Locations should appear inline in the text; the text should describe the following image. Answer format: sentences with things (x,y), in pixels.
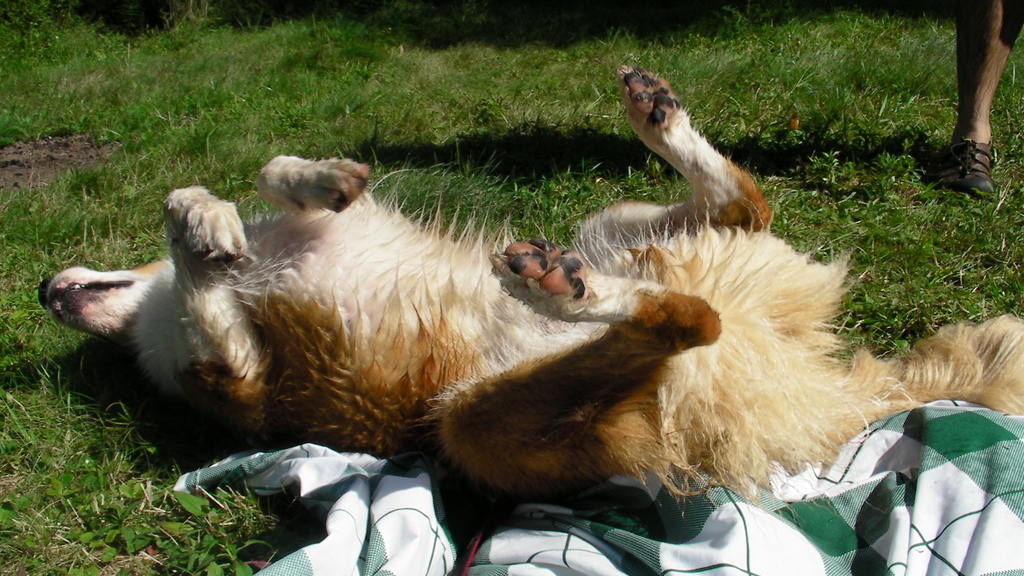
In the image on the ground (171,130) there is grass (92,385). There is a dog (242,219) lying on the ground (52,361). At the bottom of the image (348,518) there is a cloth (806,492). In the top right corner of the image (975,119) there is a leg (974,76) with footwear (971,150).
